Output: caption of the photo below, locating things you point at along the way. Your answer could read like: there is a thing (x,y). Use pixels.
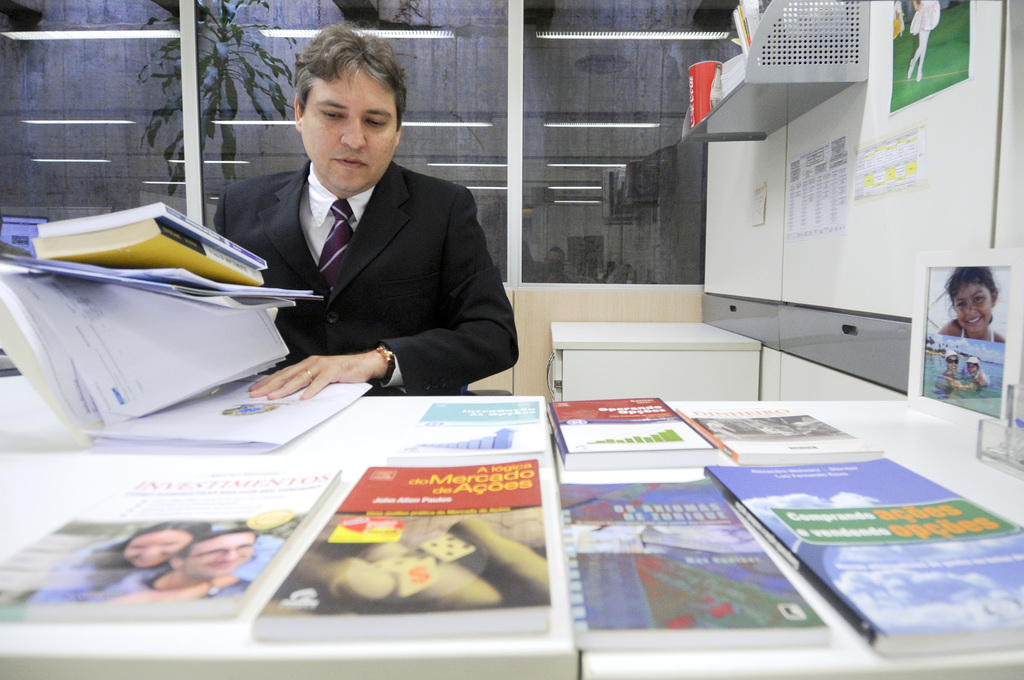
In this image we can see a man (298,389) is sitting at the table (229,668) and holding books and papers (317,410) in his hands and on the table (175,460) there are books (229,566), photo frame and an object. In the background (174,35) we can see glass doors (107,14), wall (667,309), cupboard (647,348), objects (743,49) on a stand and there are papers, poster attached to the wall (915,220). We can see reflections (573,277) of lights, plant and objects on the glass doors (350,18).
